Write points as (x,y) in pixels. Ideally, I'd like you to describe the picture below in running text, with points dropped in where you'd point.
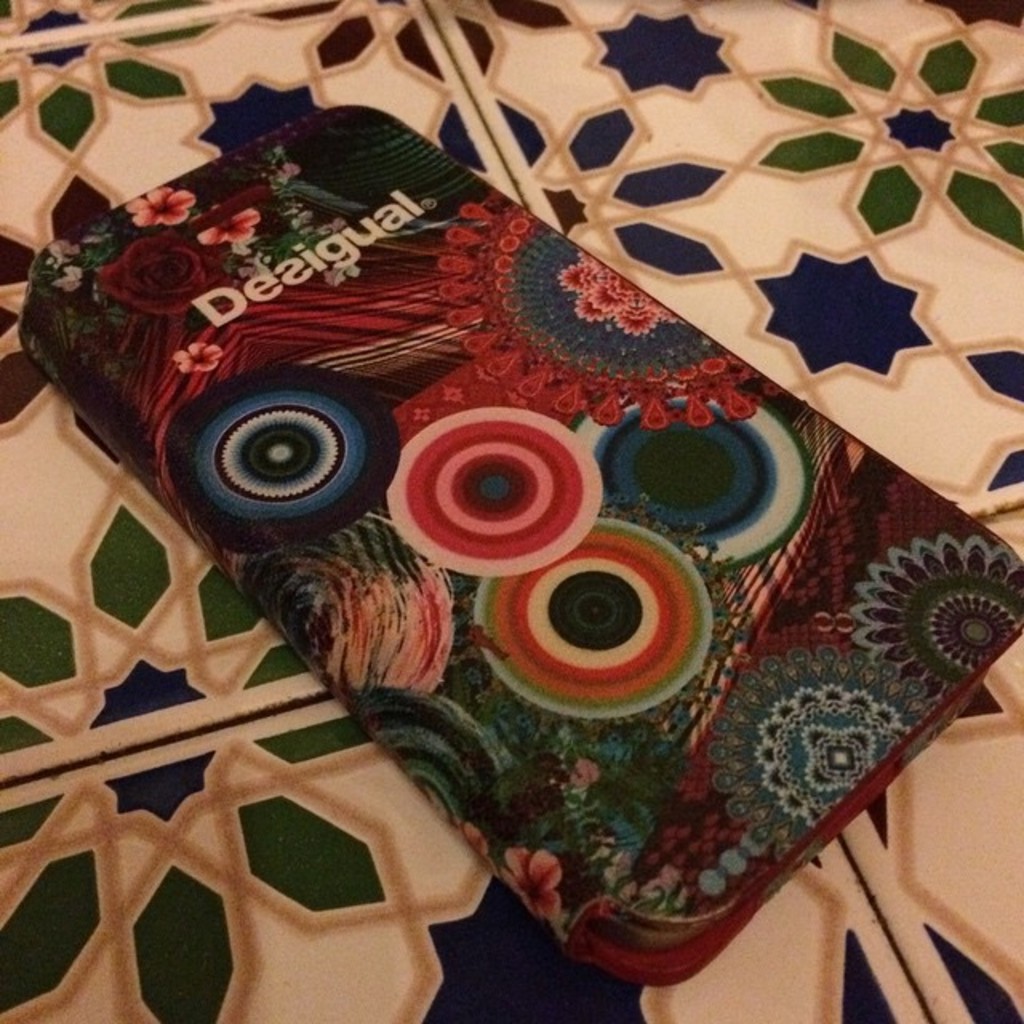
In this image I can see a box (255,441) and on it I can see few designs (498,319) and I can also see something is written on it.
